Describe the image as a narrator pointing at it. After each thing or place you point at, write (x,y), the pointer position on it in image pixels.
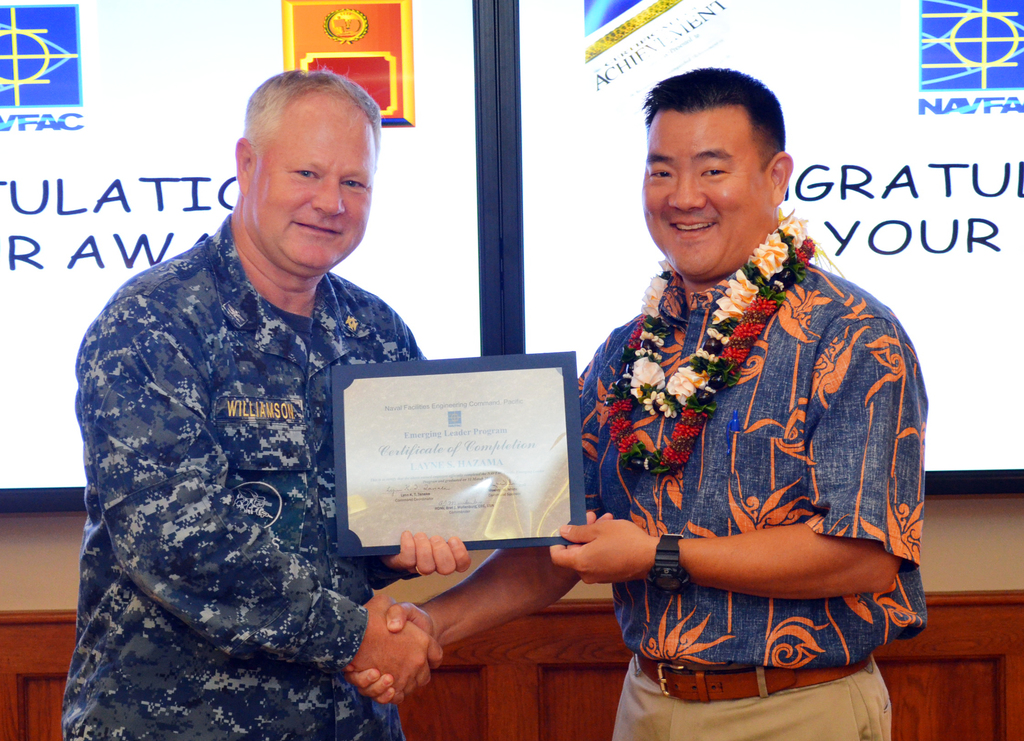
In this picture we can see the military man (337,629) standing in the front (380,602), smiling and giving a certificate award (545,499) to the person (711,587) standing next to him and shaking the hand (376,688). Behind there is a white banner board (443,145).
